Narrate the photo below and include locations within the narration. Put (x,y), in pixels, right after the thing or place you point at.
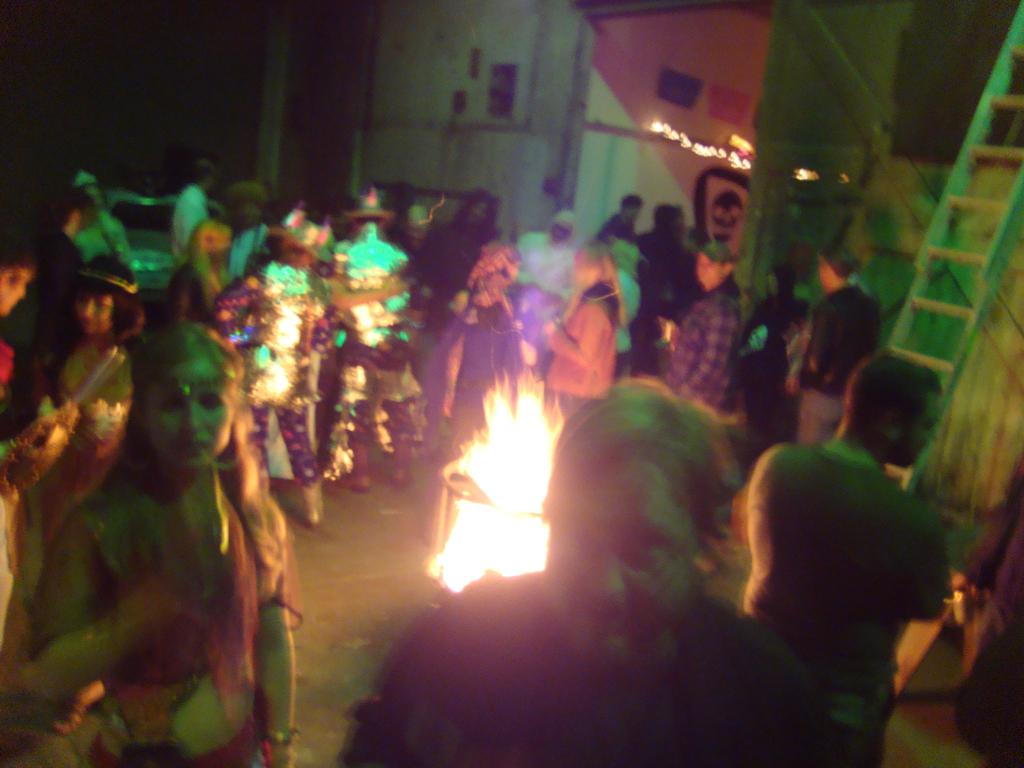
In this picture I can observe some people (108,550) standing around the fire (476,504). There are men (499,649) and women (127,647) in this picture. Some of them are wearing costumes (385,344). I can observe fire (501,510) in the middle of the picture (463,459). On the right side (949,258) there is a ladder (1008,240). In the background (581,193) I can observe a house (514,149).
